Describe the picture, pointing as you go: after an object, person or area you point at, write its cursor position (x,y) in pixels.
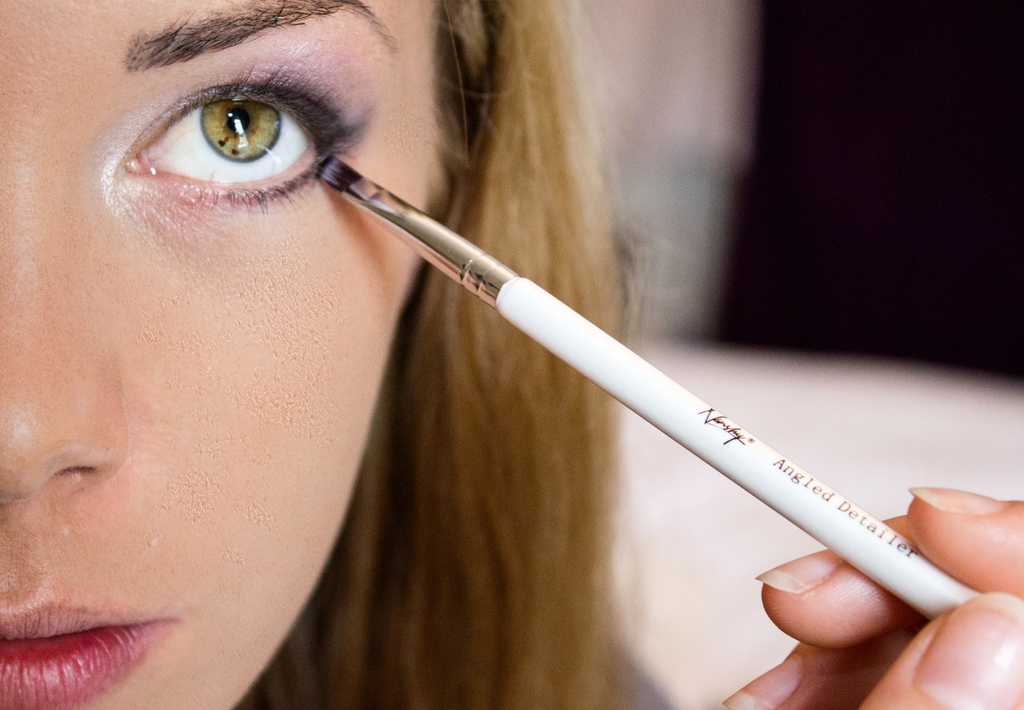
In this picture we can see a woman (91,339), makeup brush (555,301) and in the background (729,271) it is blurry.
